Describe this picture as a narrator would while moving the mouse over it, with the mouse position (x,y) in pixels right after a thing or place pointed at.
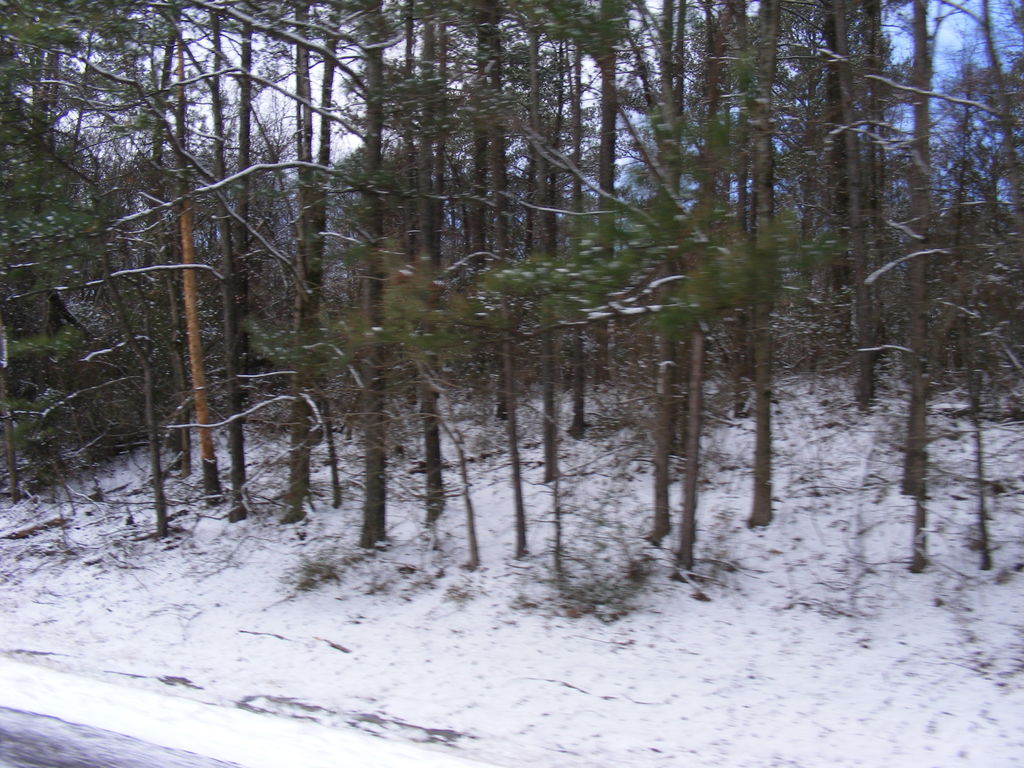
In this image there are trees (301,206). At the bottom of the image (656,676) there is snow (549,609) on the surface (625,684). At the top of the image (1000,5) there is sky (593,72).
